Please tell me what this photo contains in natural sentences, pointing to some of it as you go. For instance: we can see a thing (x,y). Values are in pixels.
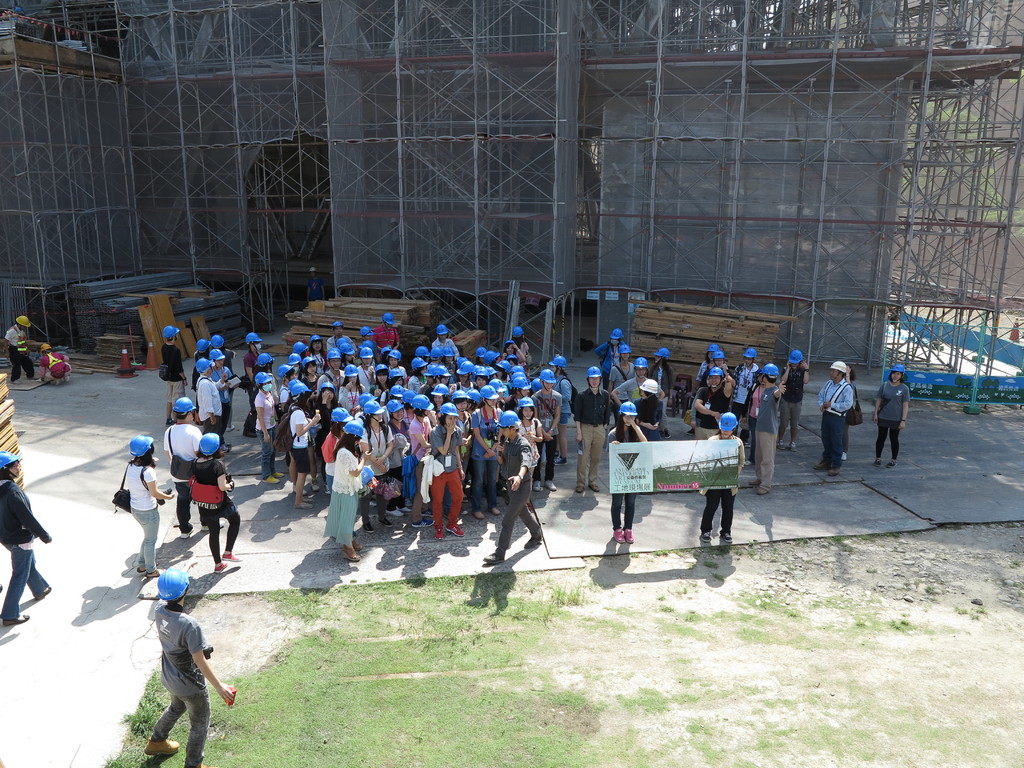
In this picture there is a view of the construction site (487,304). In the front (270,410) bottom side there is a group of men and women (406,440) standing in front (488,372) wearing blue helmets (445,387) on the head (322,397). In the front (344,677) bottom side there is a ground (411,687) with some grass (397,714).
